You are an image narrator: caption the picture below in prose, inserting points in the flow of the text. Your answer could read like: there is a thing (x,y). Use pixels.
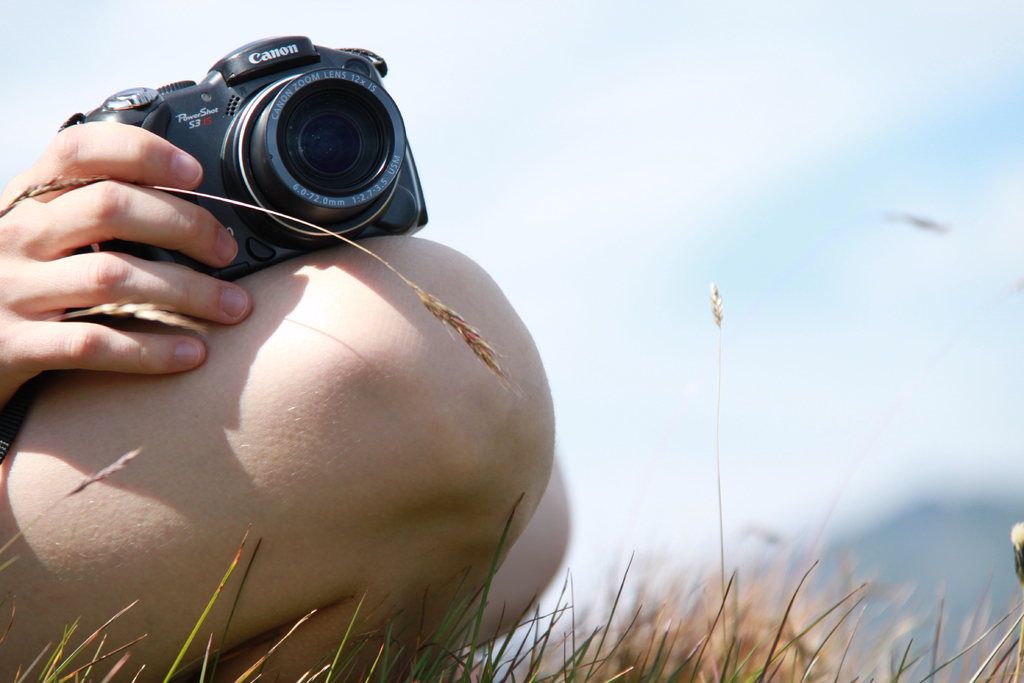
In this image there is a camera (275,143) held in a person's hand (173,154), the camera (234,171) is placed on a person's leg (388,309), in front of the legs (284,370) there is grass (761,600).
